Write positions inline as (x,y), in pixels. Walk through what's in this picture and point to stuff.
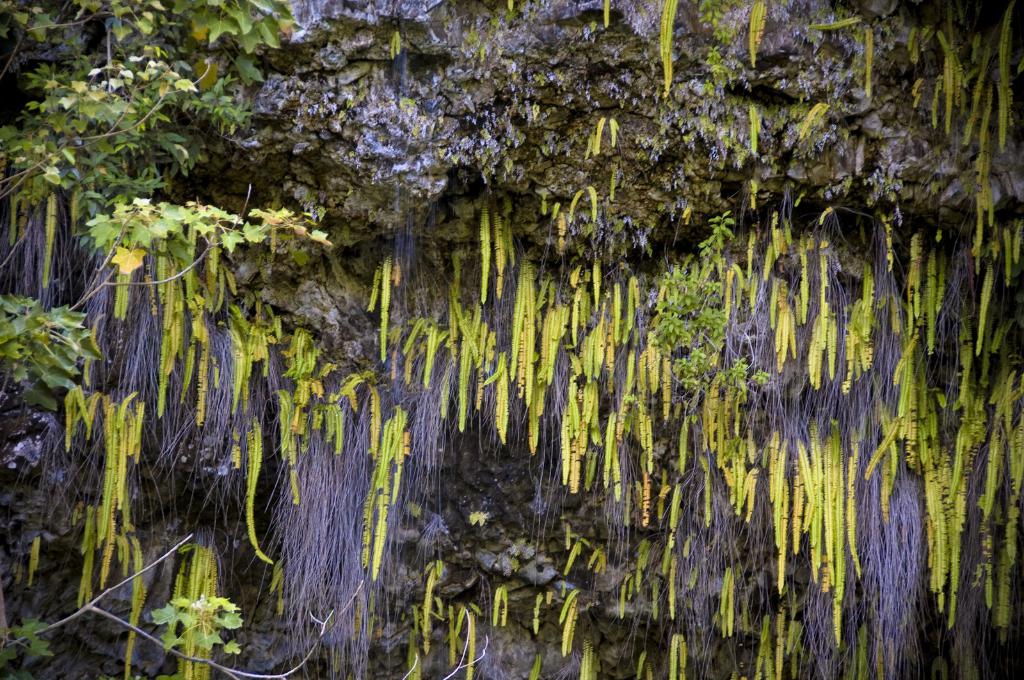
In this image we can see trees (3,323).
